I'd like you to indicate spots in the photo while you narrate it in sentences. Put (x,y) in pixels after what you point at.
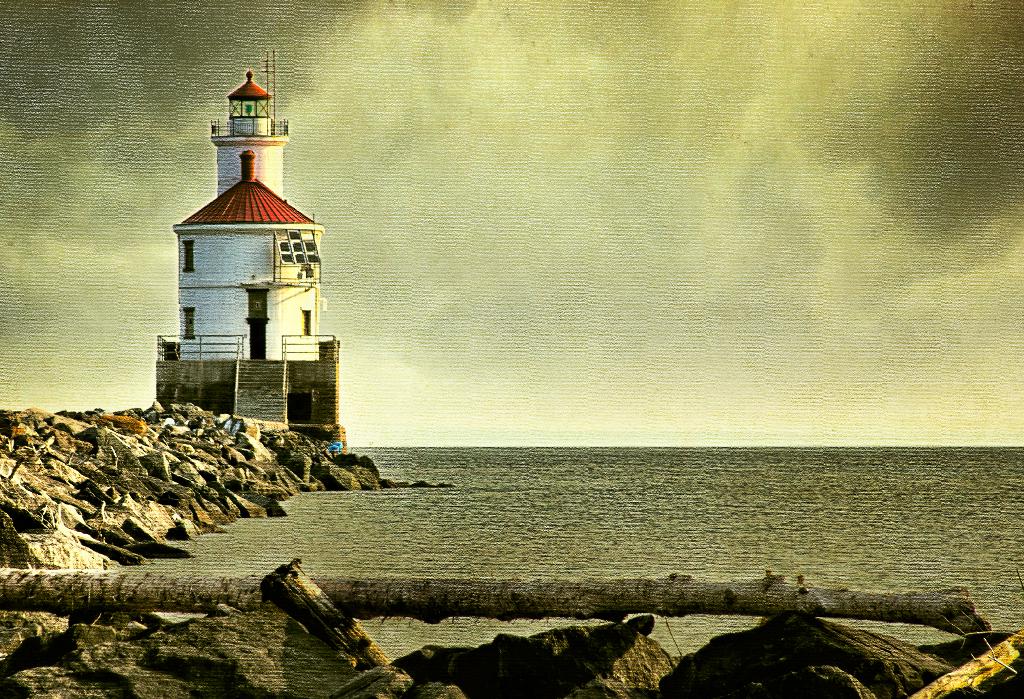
In this image we can see water (696,468). Also there are rocks (606,675). On the rocks (637,675) there is a wooden log (374,610). And there is a lighthouse (327,348) with windows (262,114), railings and steps (259,382). On the top of the light house (250,101) there is a ladder (270,98). In the background (442,130) there is sky (745,244).
